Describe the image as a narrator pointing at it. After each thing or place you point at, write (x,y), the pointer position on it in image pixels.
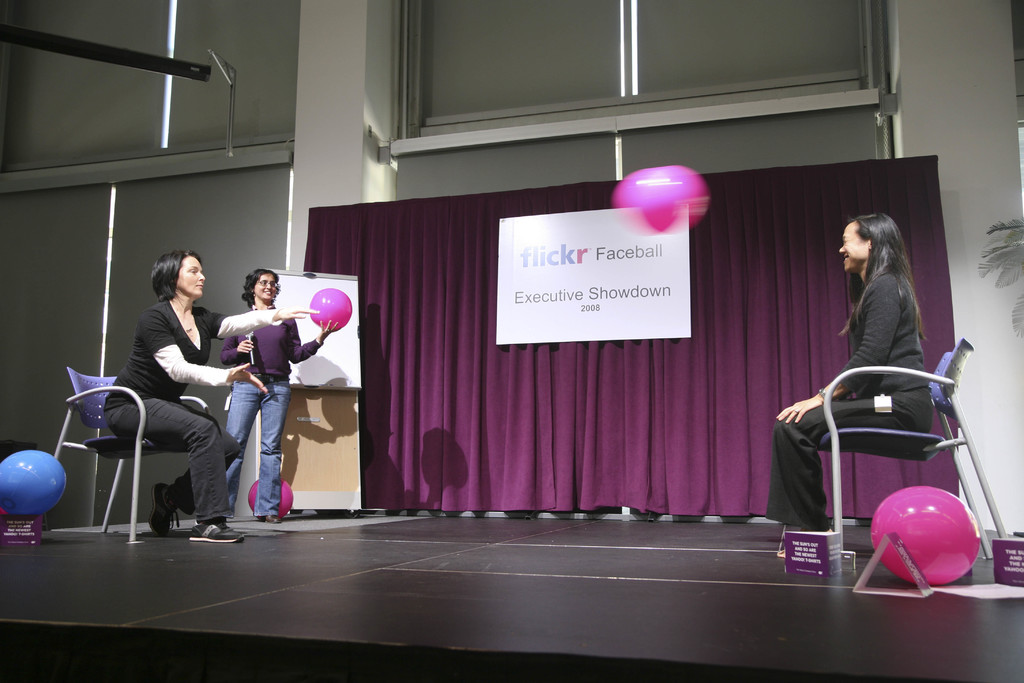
Woman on the right corner of the picture (895,260) is sitting on chair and smiling. Beside her, we see a pink balloon (914,536). Woman (170,323) on the left corner of the picture (166,359) wearing black t-shirt (132,384) is sitting on chair (112,385). Beside her, we see blue balloon (49,478) and beside her, woman (275,352) in purple t-shirt (281,349) is holding pink ball (324,306) in her hand (324,338) and beside that, we see a white board (340,373) and behind these people (252,368), we see a sheet (475,349) which is purple in color and on that, we see a board (604,288) with some text (581,253) displayed on it and behind that, we see white pillar (378,107) and windows (763,91).
